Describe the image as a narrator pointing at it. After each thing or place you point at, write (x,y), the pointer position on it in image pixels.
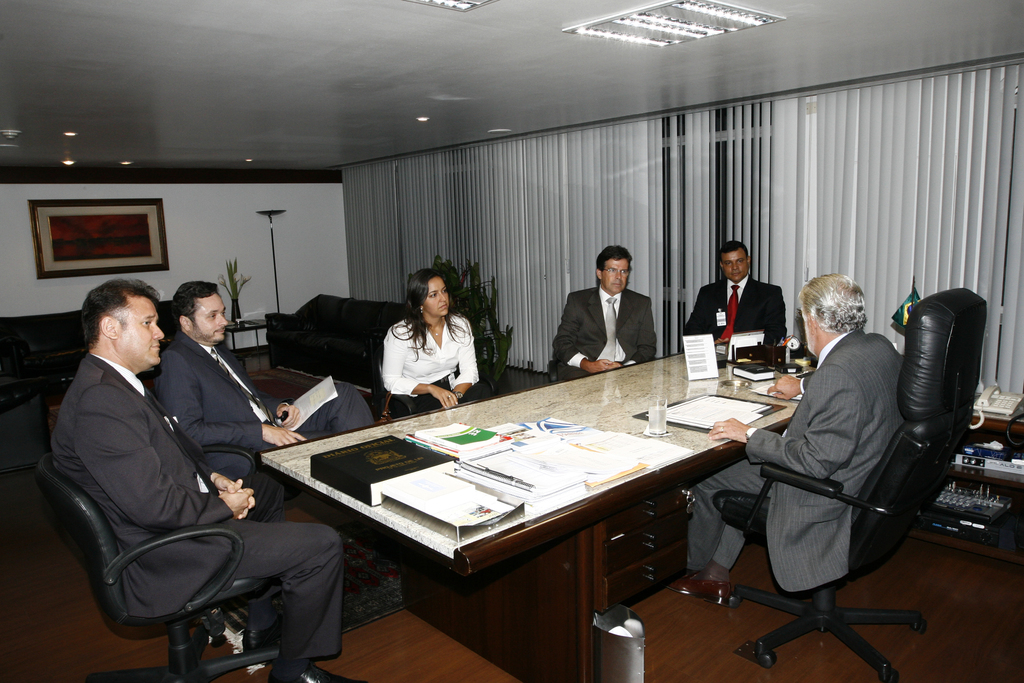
This image is clicked in a room (910,551). There is a table (585,498) in the middle (663,389) and there are so many chairs (784,470), people (711,478) are sitting around the table (683,467), there is an old man (855,364) sitting in a chair (906,417) on the right side (771,449), in front of him there is a woman (456,341) she is sitting, behind her there is a sofa (289,338) and on the left side (94,216), there is a wall painting (103,242), on the top (428,118) the lights (423,118), there is a window blind (690,160) on right side (863,235), on the table (672,433) there is a glass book (746,369) and papers (577,471).
